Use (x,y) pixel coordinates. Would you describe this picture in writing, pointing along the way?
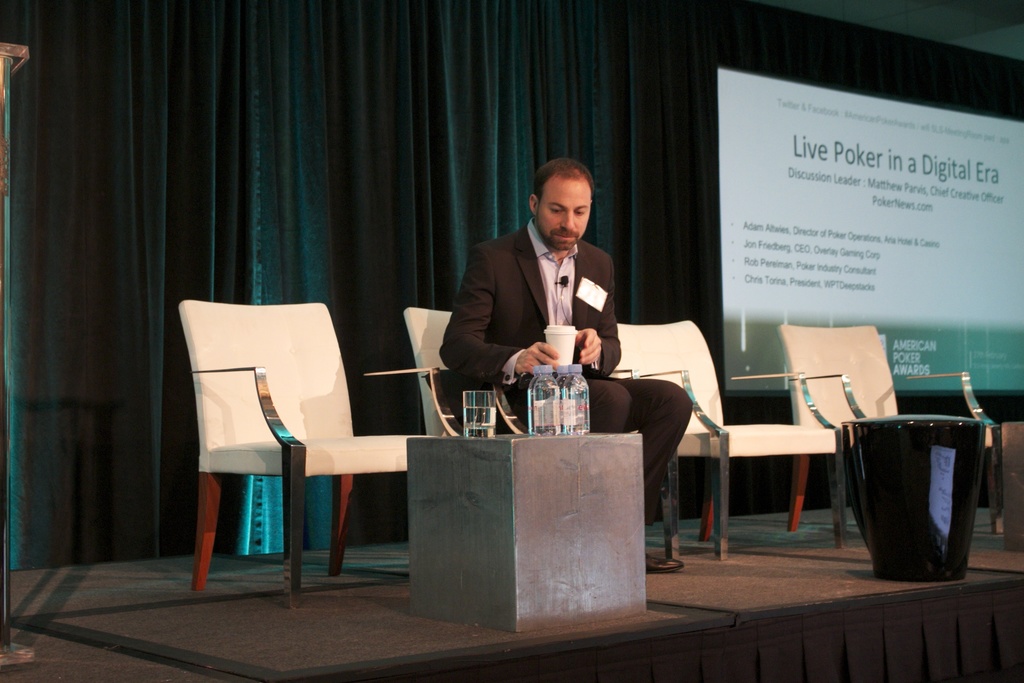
In this image, There is a floor (624,624) which is in black color, In the middle (549,406) there is a table (490,520) which is in ash color on that table (547,488) there are some bottles (540,419), These are some chairs (292,411) which are in white color, In the middle (520,334) there is a man (517,305) sitting on the chair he is holding a glass (563,351) which is in white color, In the right side (847,454) there is a black color bucket (925,482), In the background (498,98) there is a black color curtain (372,88).
